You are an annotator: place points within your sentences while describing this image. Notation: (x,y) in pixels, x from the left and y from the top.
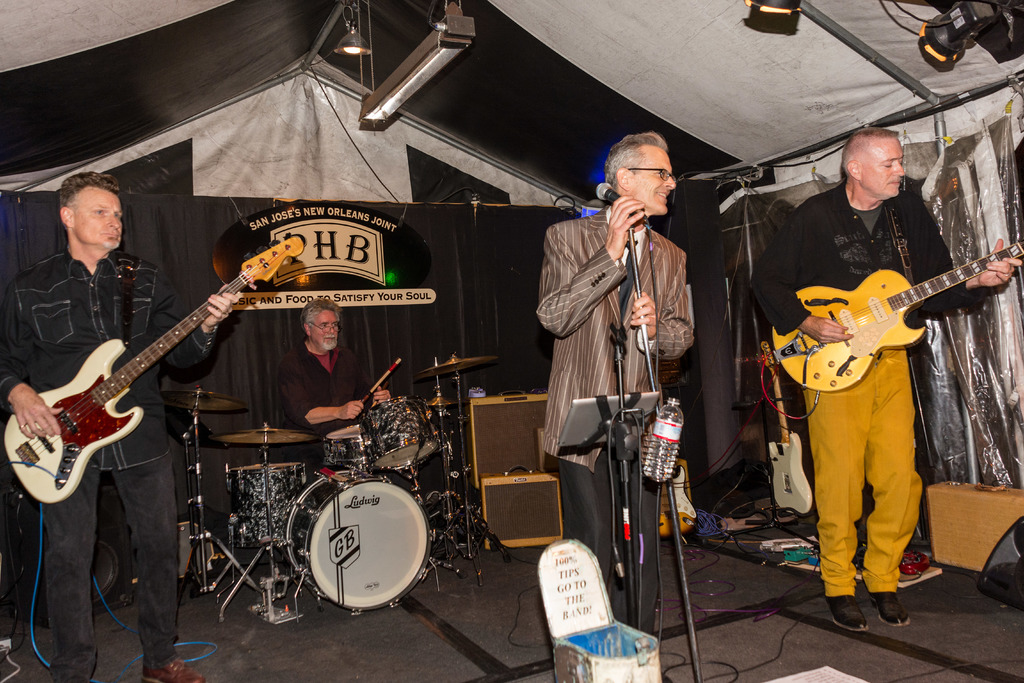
In this picture there are a group of people (167,285), there is a person (878,522) into the right playing a guitar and a person (10,329) on to the left (109,252) is holding the guitar (89,417), another man (657,182) is standing and holding the microphone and smiling. In the backdrop (367,411) there is a person (355,380) playing the drum set (329,494).
